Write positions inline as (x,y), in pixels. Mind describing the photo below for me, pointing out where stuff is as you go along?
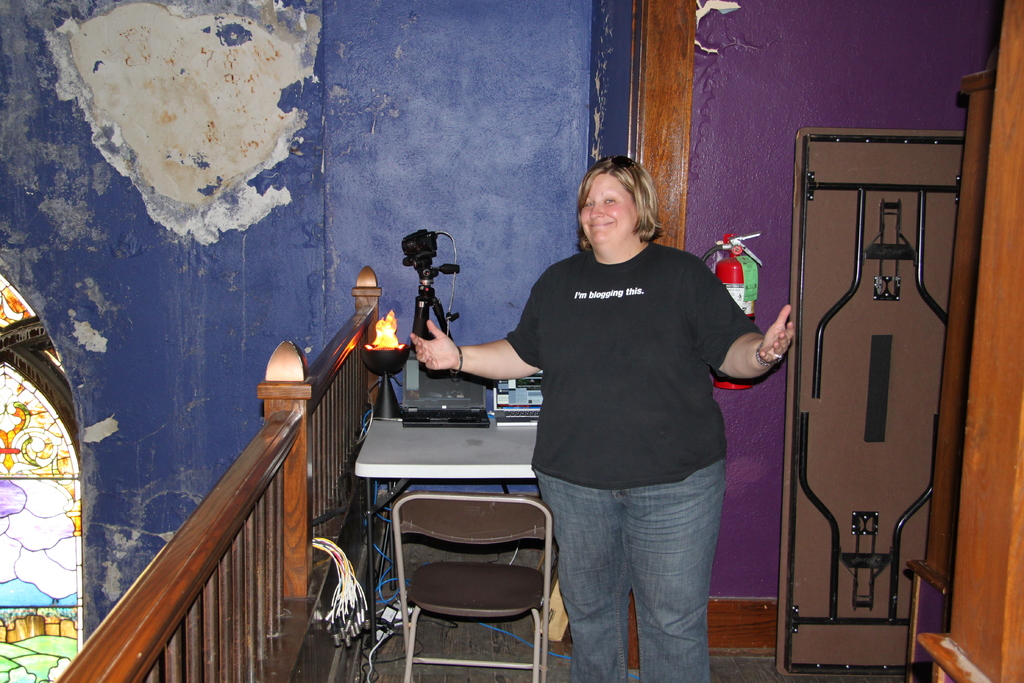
In this picture I can see a woman (608,409) standing and I can see a table (423,444) and a chair (453,580) and looks like a light (389,353) on the table (440,436) and I can see fire extinguisher (732,272) on the wall (771,120) and a folding table (865,286) on the right side (893,500) and looks like a designer glass (48,453) to the window (53,516).
